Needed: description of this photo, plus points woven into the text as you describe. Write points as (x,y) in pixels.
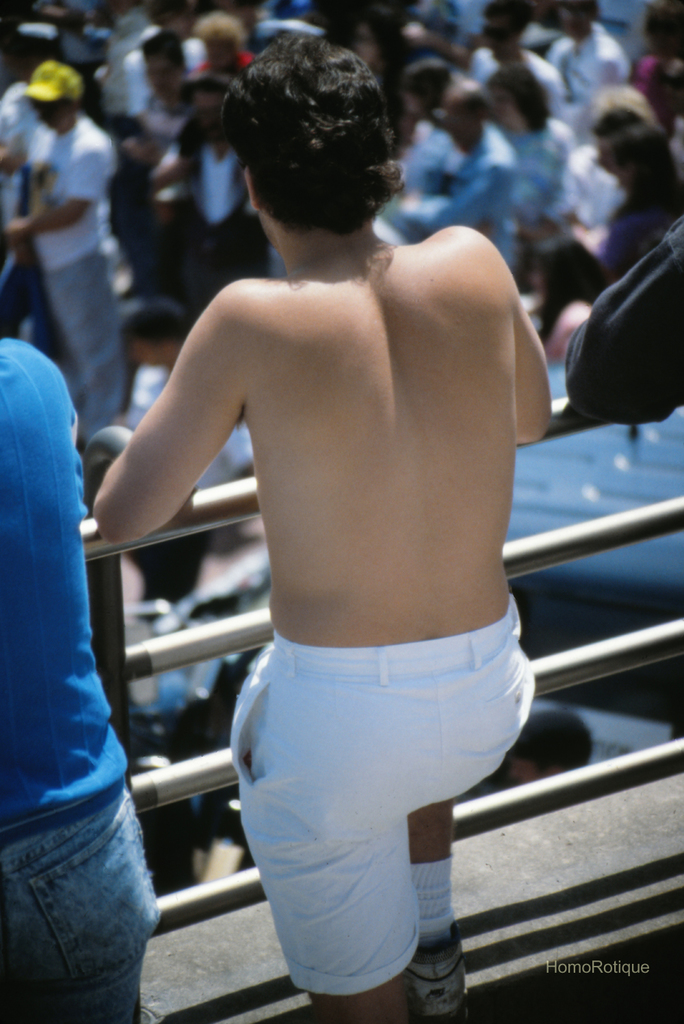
In this picture we can see a person (307,543) wearing white shorts (319,806) and standing near the metal railing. In the background (269,15), we can see many people (683,73) standing.
